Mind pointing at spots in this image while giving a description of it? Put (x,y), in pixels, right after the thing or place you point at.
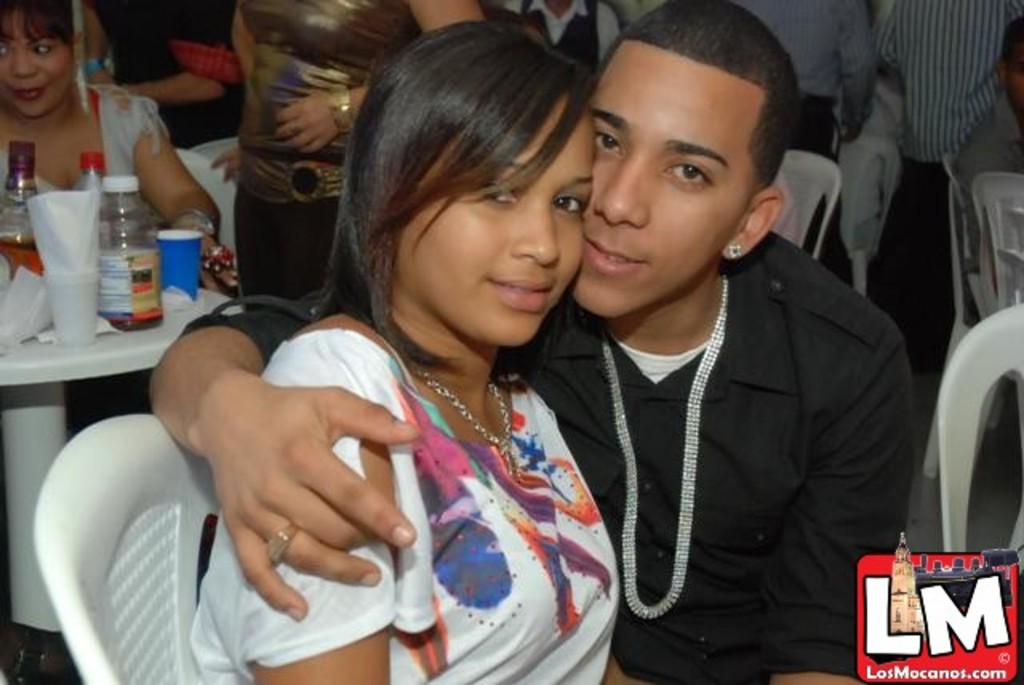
In the image I can see a girl (470,599) sitting on the chair (186,622) beside that there is a man (760,624) holding her also there is a table (57,391) at the back (198,216) with so many things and other people (976,90) standing.
